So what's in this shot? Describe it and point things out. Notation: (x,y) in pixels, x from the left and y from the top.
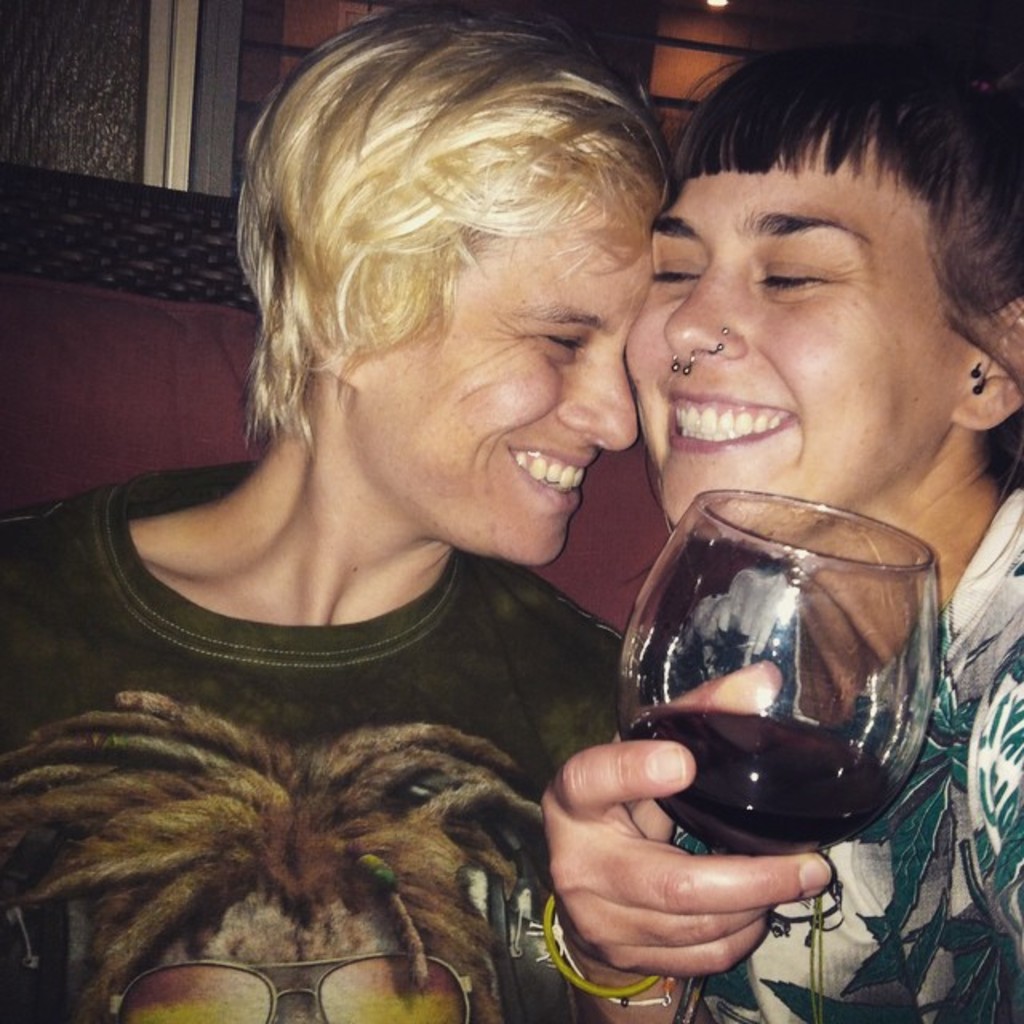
In this picture I can see that there are two people (526,676) sitting on the sofa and one of them is holding a wine glass (787,719), both of them are smiling. In the background (159,131) there is a window (172,106) and there is a wall (844,31).
